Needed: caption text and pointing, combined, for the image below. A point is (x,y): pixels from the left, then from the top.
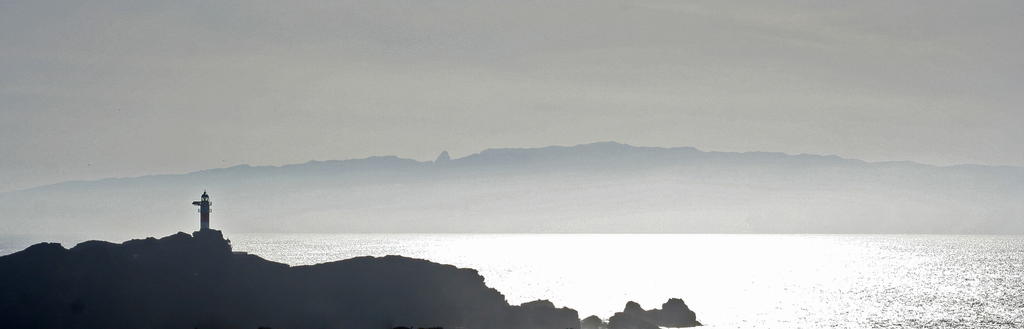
This part of the image is dark, where we can see the rocks (164,261) and tower house (203,223). Here we can see the water (645,249), hills (561,172) and the plain sky (335,105) in the background (438,123).
